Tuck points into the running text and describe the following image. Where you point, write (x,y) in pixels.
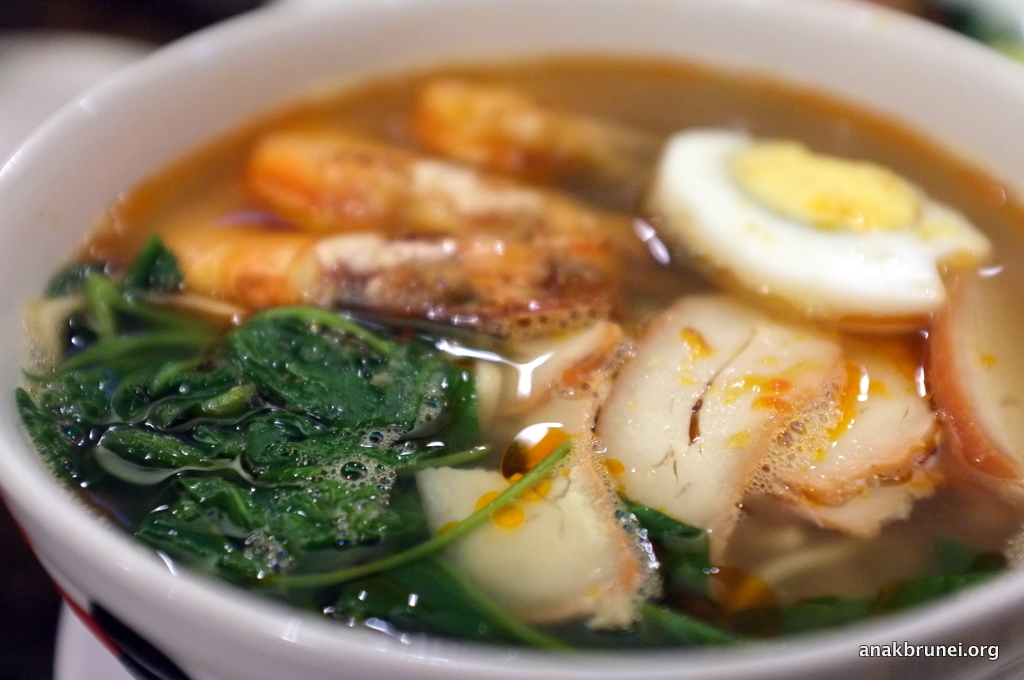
In this picture we can see a bowl (478,656) with food (273,383) in it and in the background (71,62) it is blurry and at the bottom right corner (989,656) we can see some text (909,656).
